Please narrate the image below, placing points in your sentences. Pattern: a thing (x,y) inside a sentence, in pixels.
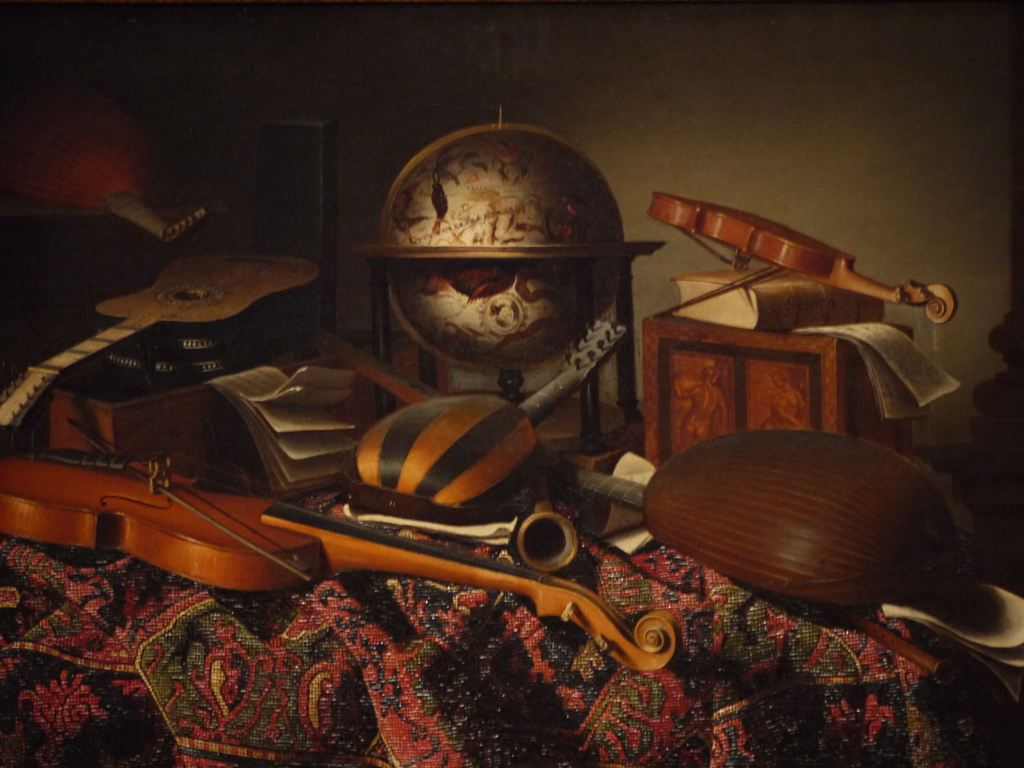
In this image we can see a table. On the table (651,556) there are books (251,399) and musical instruments (701,495). In the background (379,162) there are walls (428,116).
